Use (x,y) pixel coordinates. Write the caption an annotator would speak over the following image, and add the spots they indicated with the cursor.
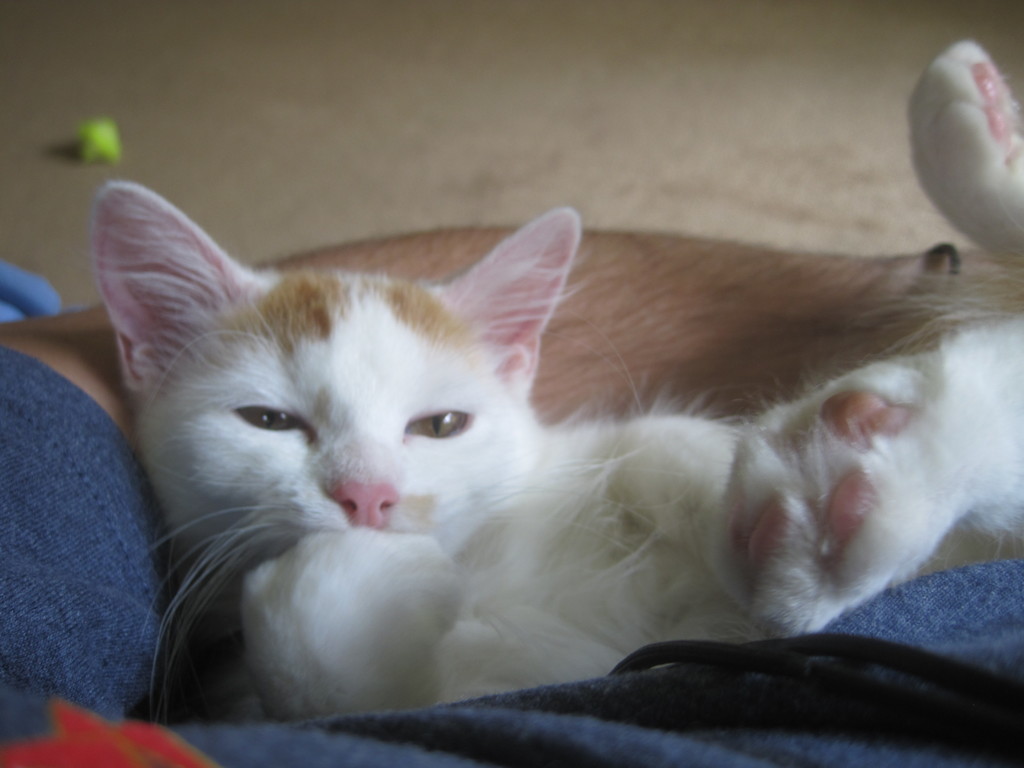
In the foreground of this image (426,436), there is a white color cat (336,498) in between legs (96,554) of a person (318,749) and the background (439,83) image is not clear.
